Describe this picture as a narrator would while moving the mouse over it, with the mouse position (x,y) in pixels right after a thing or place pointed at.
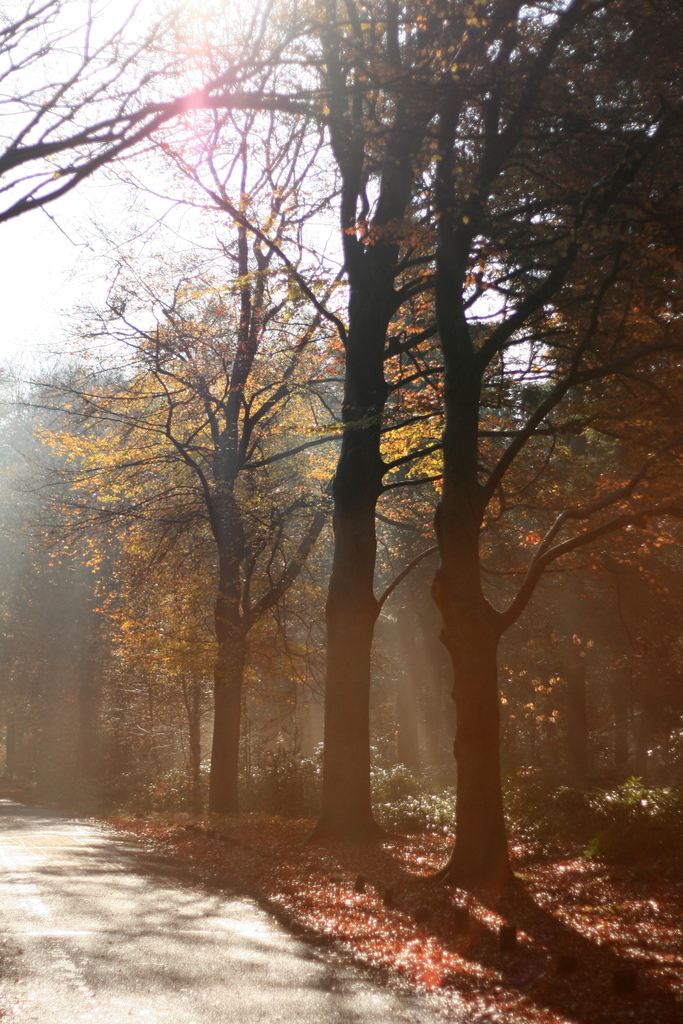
In this picture I can observe a road (134,884). There are some dried leaves (326,897) on the land (527,897). I can observe some trees (220,365). In the background (142,218) there is a sky (55,286).
